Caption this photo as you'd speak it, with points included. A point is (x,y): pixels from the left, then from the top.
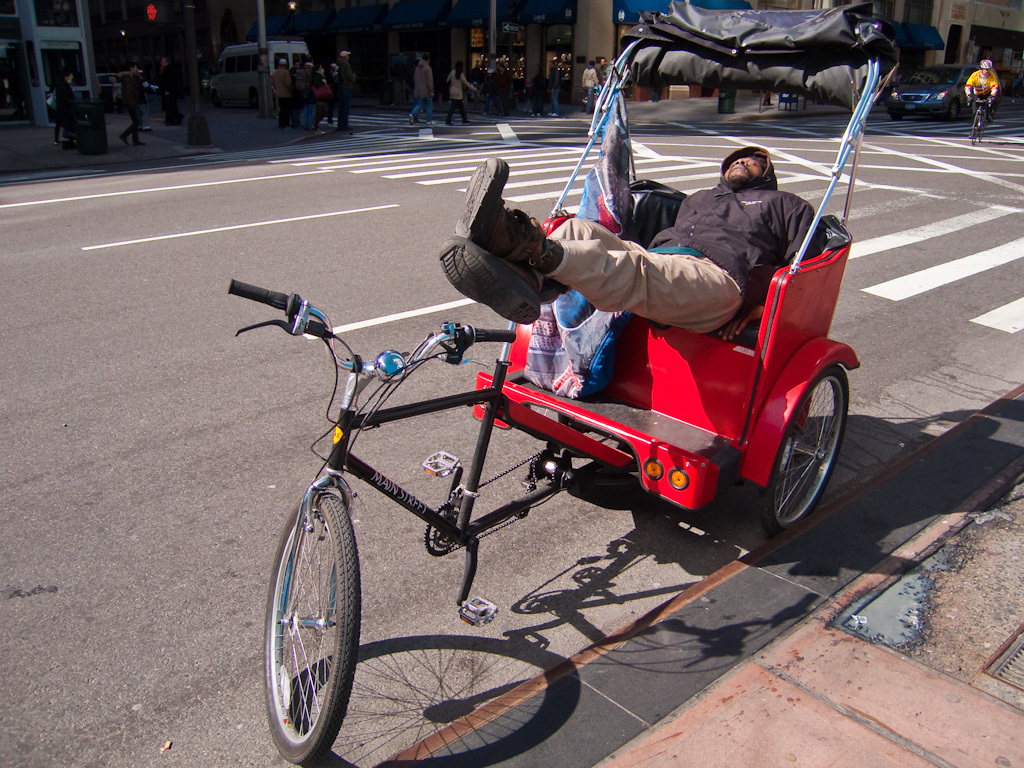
In the center of the image (679,422) we can see a rickshaw (821,309) and there is a man (710,313) sitting in the rickshaw (809,324). In the background (535,81) there are people (491,100) walking. On the right (975,124) we can see a person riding on the bicycle (976,140). There is a car (932,100). In the background (111,69) there is a building (575,69).
